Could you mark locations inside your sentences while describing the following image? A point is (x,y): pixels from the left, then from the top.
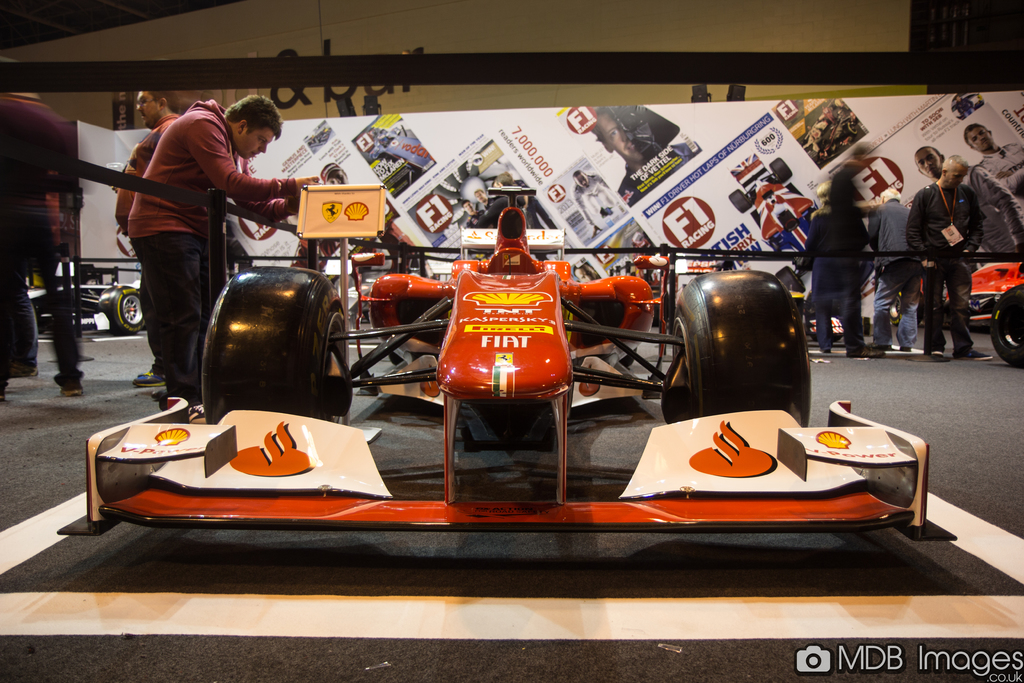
In this image we can see racing cars (792,406). In the background (338,256) there are people (845,317) and we can see boards (656,183). At the bottom (453,587) there is a road (642,615).
